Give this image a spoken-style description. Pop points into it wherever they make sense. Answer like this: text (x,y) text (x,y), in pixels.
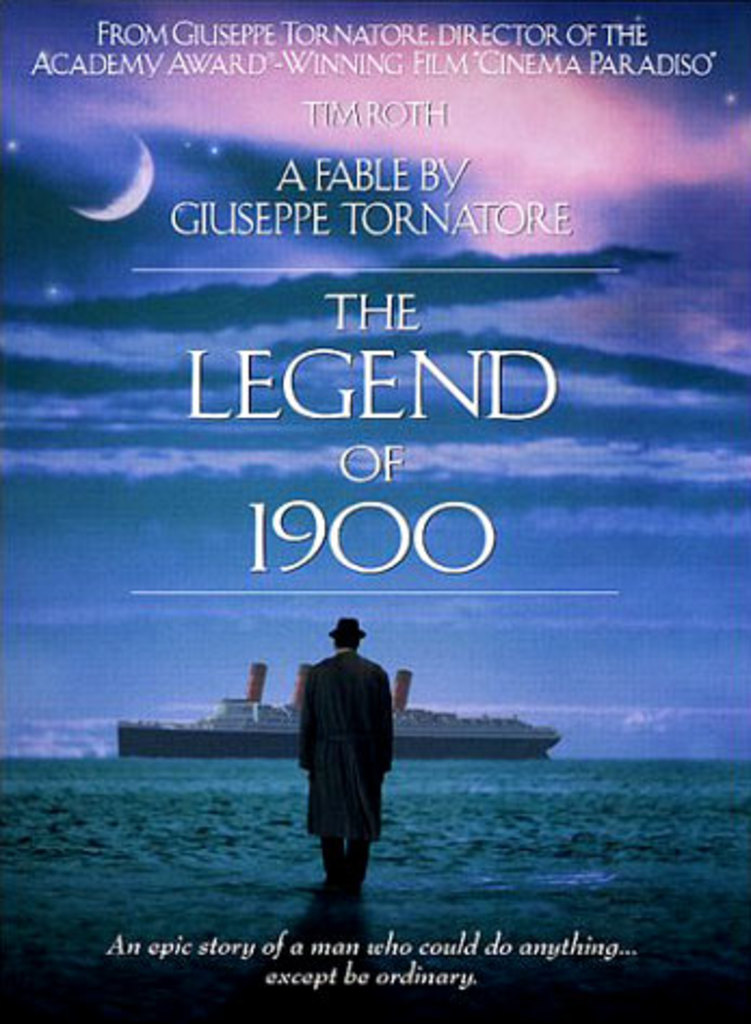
This is a poster (294,361) and here we can see a man (347,719) and there is a boat (150,746). At the bottom (469,844), there is water (516,855) and at the top (323,292), there is sky (510,482).
